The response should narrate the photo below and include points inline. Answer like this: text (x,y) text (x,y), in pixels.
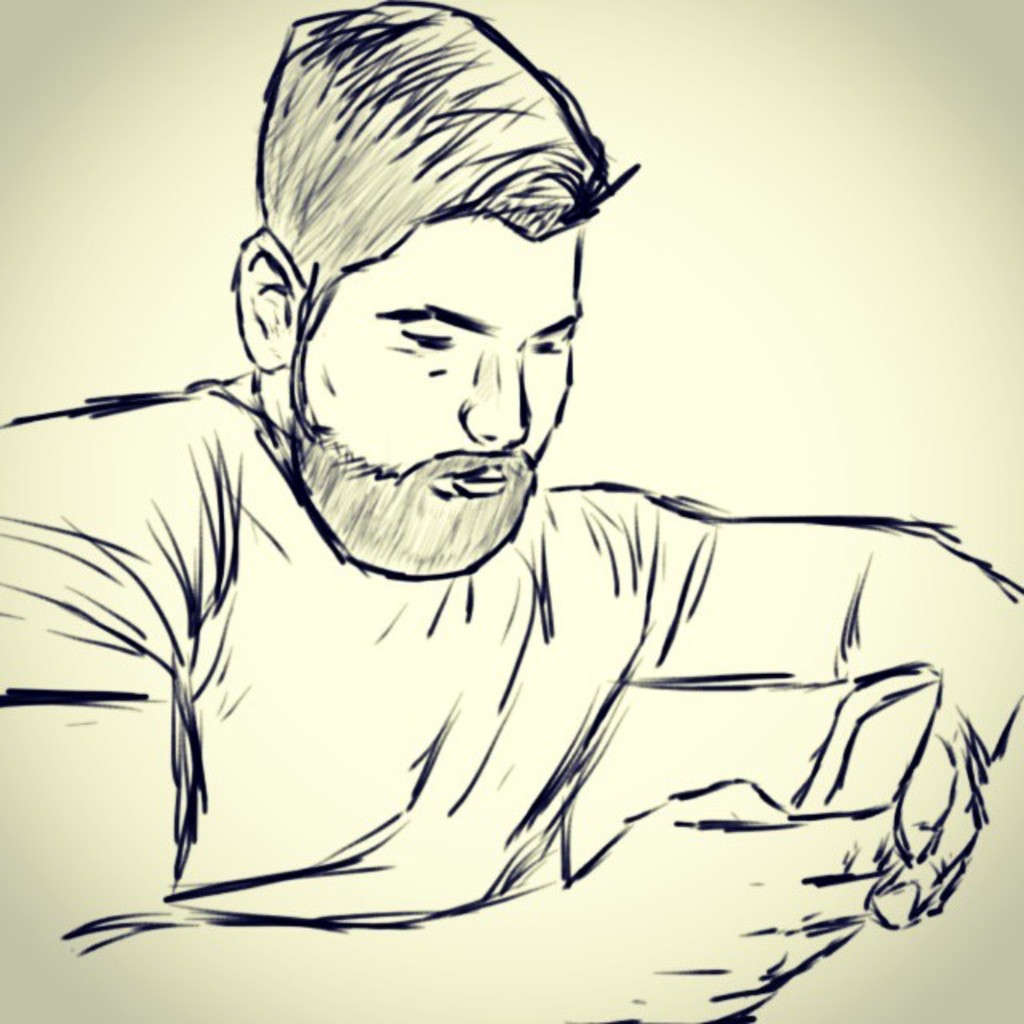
In this image I can see the art (333,734) of the person (440,641) and I can see the cream color background (830,265).
